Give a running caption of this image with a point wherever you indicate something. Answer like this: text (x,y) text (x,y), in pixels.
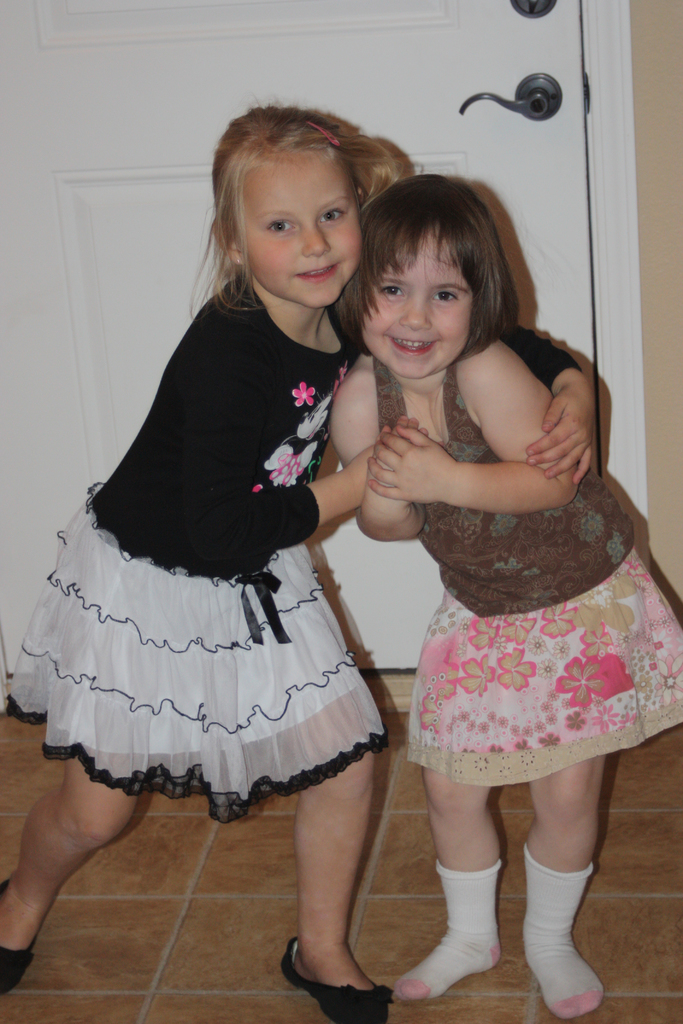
In this image in the front (419,473) there are girls (310,511) standing and smiling. In the background (291,105) there is a door (403,83) which is white in colour.
